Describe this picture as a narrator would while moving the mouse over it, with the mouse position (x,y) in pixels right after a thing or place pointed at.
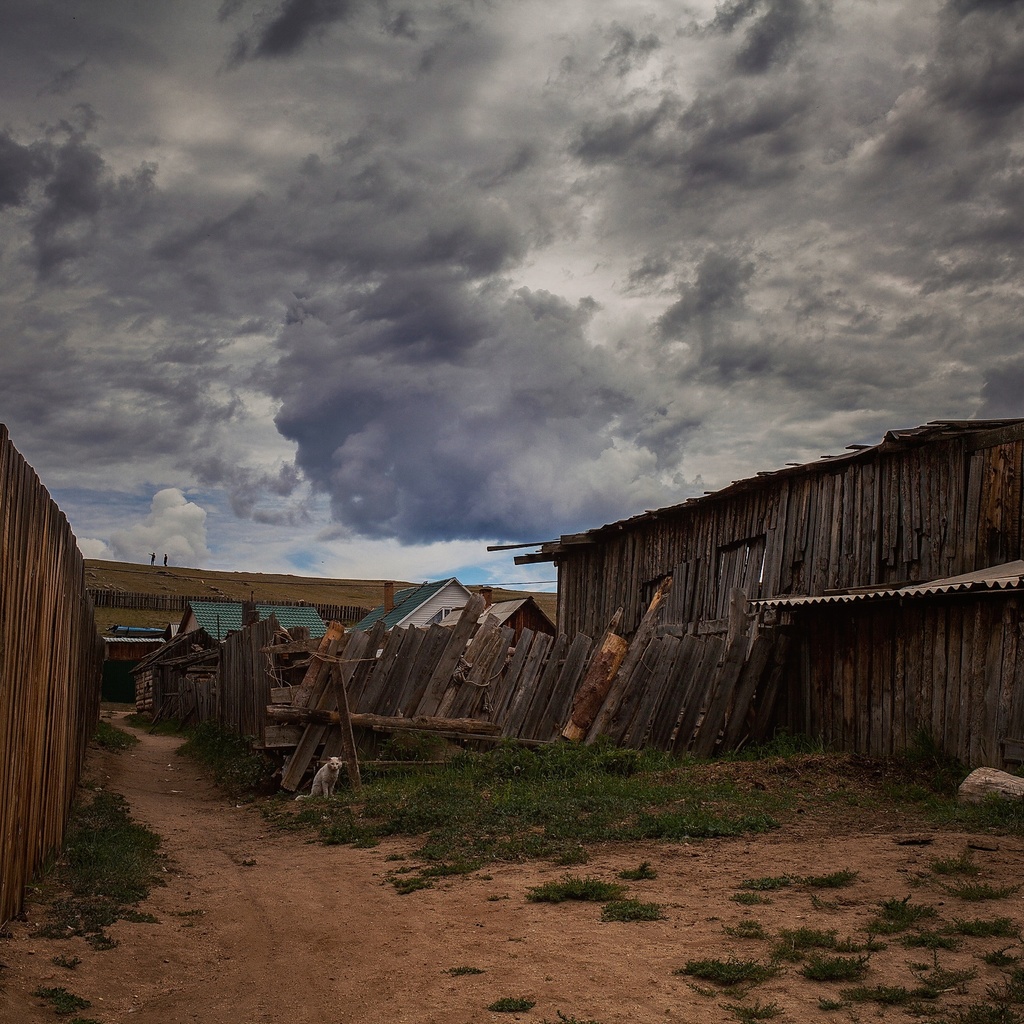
In this picture we can see an animal (317,787) on the path (295,793). Behind the animal (336,773) there are some wooden objects (328,648), houses (183,630), wooden fence (155,599) and the sky (251,413).
